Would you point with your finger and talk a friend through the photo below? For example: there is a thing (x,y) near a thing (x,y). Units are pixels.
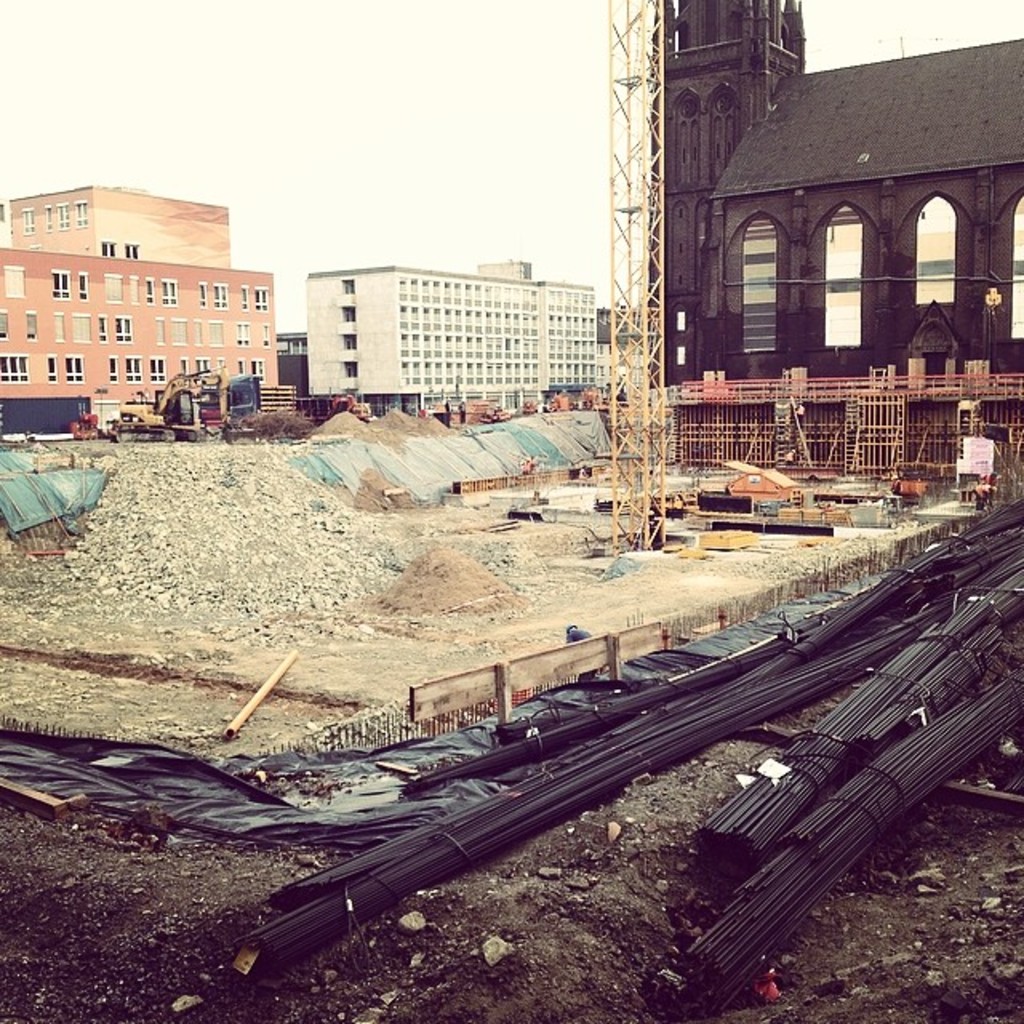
In this picture we can see rods (589,763), wooden planks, some stones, sand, sheets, vehicle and some objects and in the background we can see buildings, sky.
